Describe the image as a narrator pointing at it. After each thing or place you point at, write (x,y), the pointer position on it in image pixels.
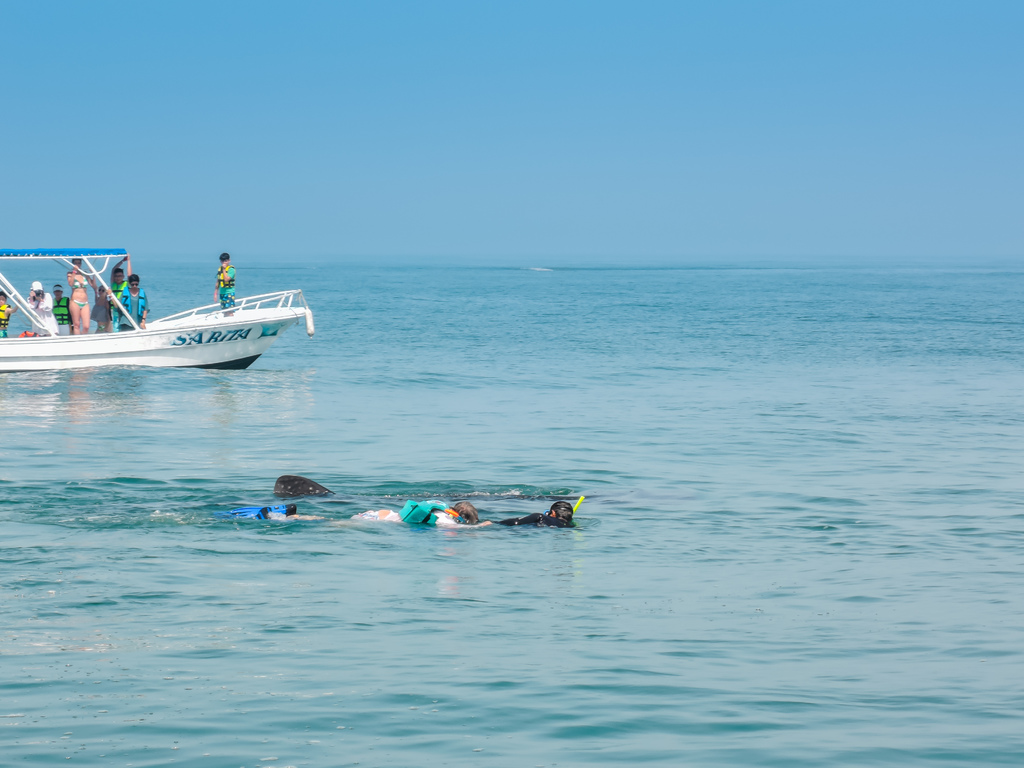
In this image we can see a boat (1,307) on a water (435,498) and there are some people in a boat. We can also see some people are swimming.
